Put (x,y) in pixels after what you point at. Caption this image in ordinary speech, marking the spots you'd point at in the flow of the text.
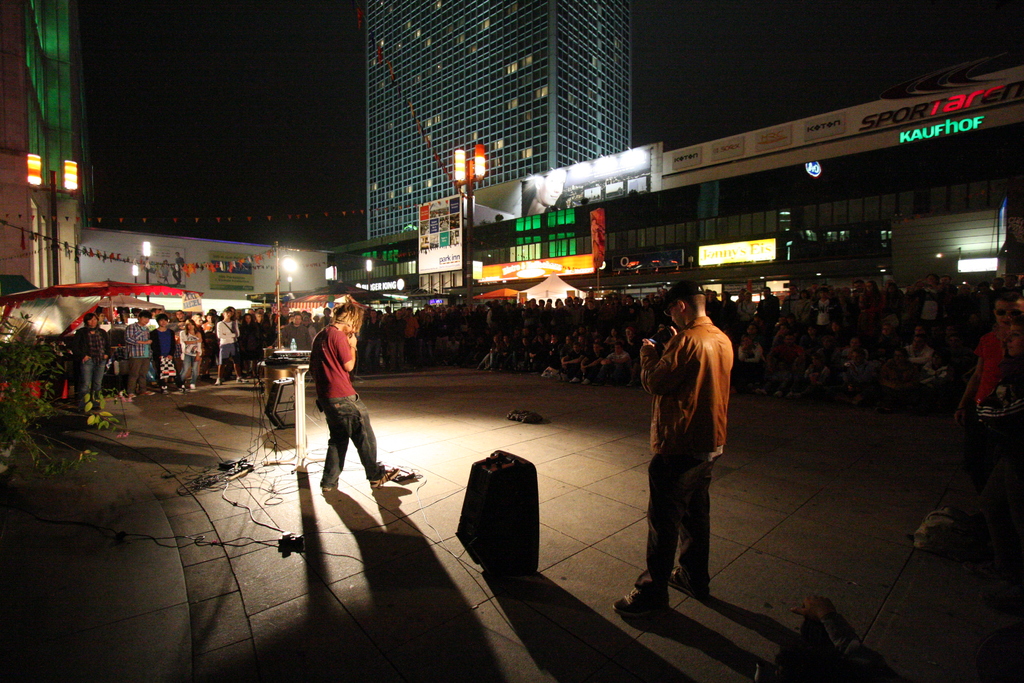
In this image, we can see two persons (344,388) standing, there are some people (919,395) sitting and some are standing. We can see some buildings (356,276) and lights (528,228).
